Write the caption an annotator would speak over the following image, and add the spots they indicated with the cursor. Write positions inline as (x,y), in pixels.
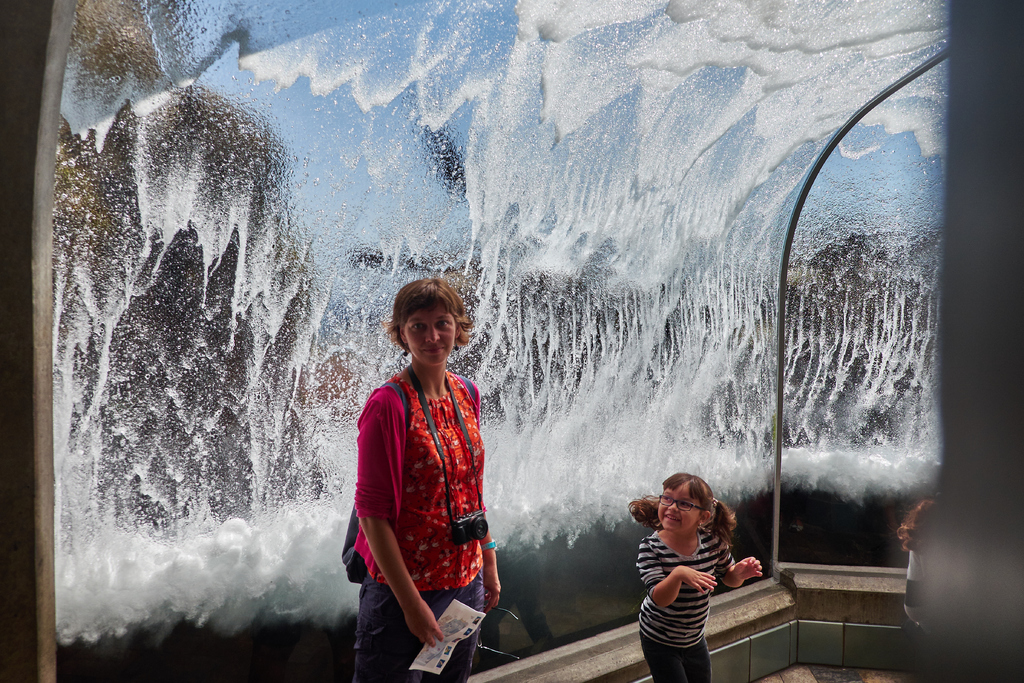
In the foreground of the picture (422,522) there is a woman (453,509) wearing camera (467,540) and backpack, holding paper (456,623) and spectacles (485,606). Towards right (697,547) there are kids (676,554). In the background (559,254) there is a window (602,260), outside the window (446,89) there is snow (561,21) maybe water (509,93).
